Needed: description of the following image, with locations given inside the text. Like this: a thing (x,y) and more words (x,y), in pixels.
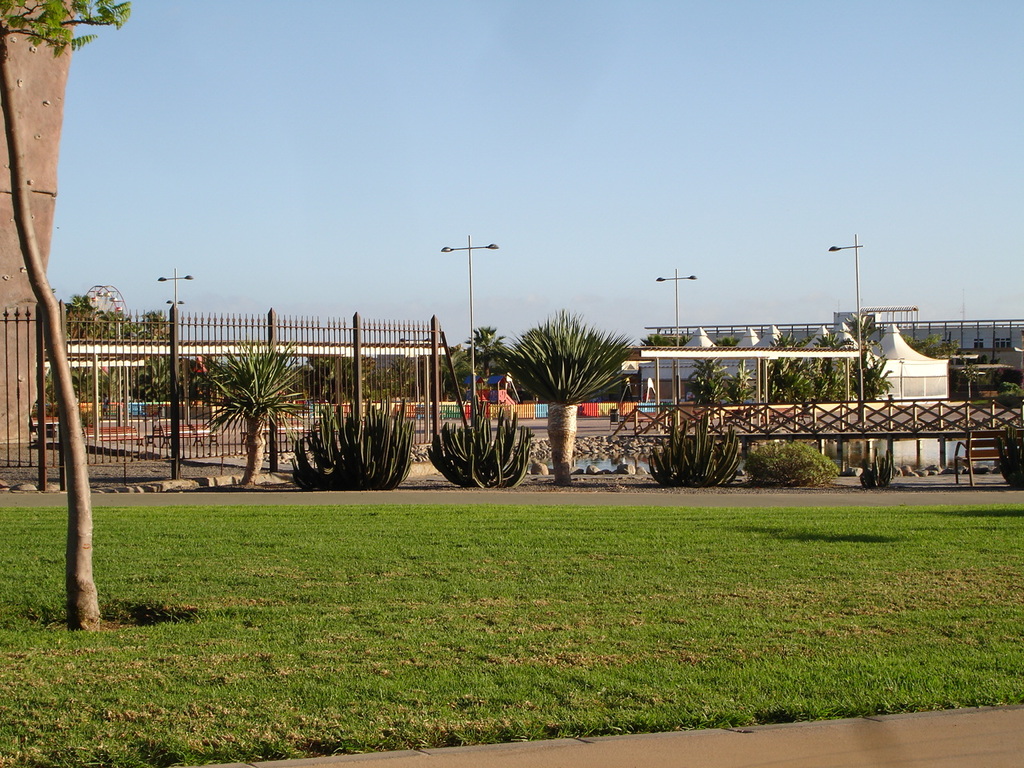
On the left side of the image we can see a tree (28,267). In the background (530,202), we can see the sky (445,179), buildings (849,329), fences (429,345), plants (477,484), grass (573,554), poles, one pillar type solid structure (33,133) and a few other objects (622,463).
